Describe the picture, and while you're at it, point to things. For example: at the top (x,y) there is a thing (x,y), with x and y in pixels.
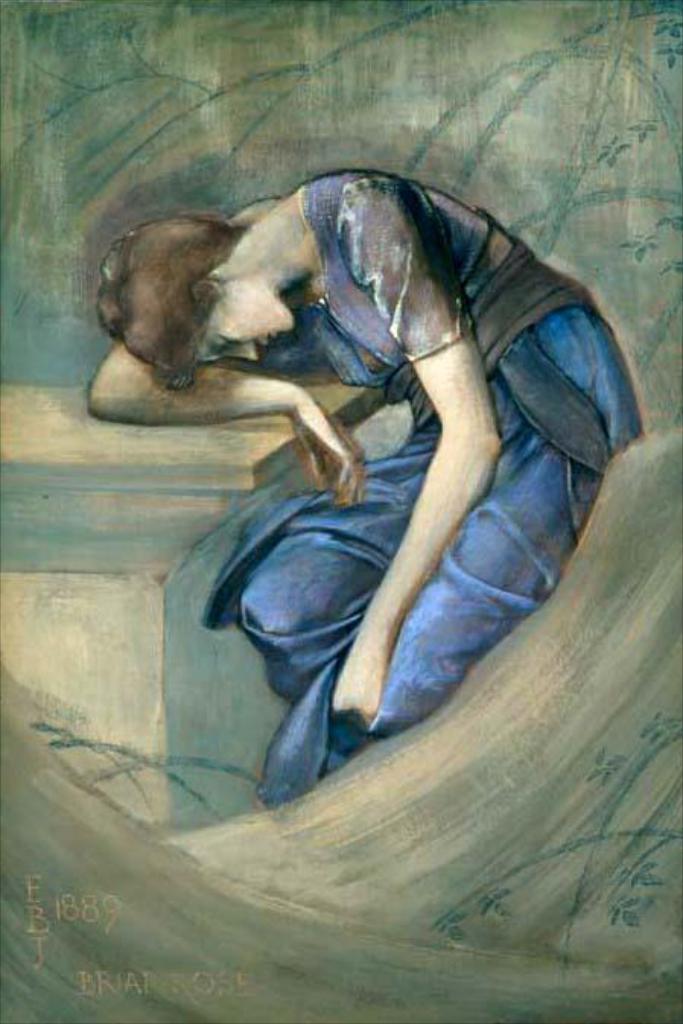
In this image there is a painting (286,710) of a woman (354,649) in the center (437,491) leaning on the table (161,456) which is on the left side (227,466).
